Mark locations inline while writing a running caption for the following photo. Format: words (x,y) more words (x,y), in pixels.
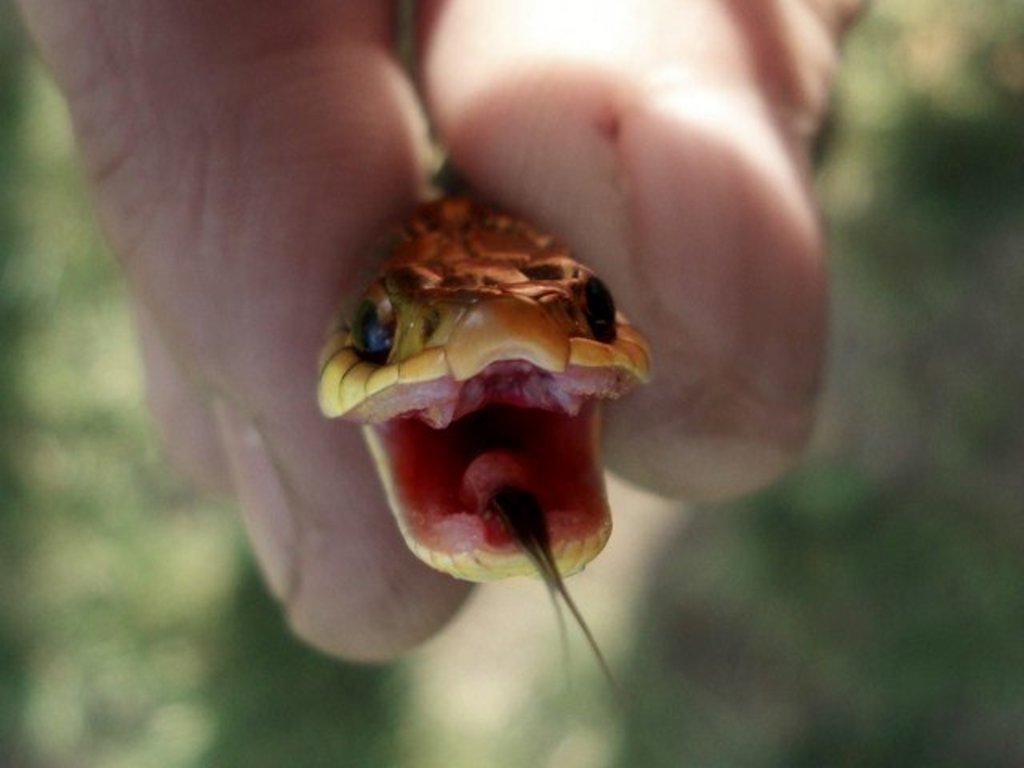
In this image a person (619,294) is holding a snake (555,446). In the background (209,606) there are trees (209,606). The background (693,611) is blurry.
